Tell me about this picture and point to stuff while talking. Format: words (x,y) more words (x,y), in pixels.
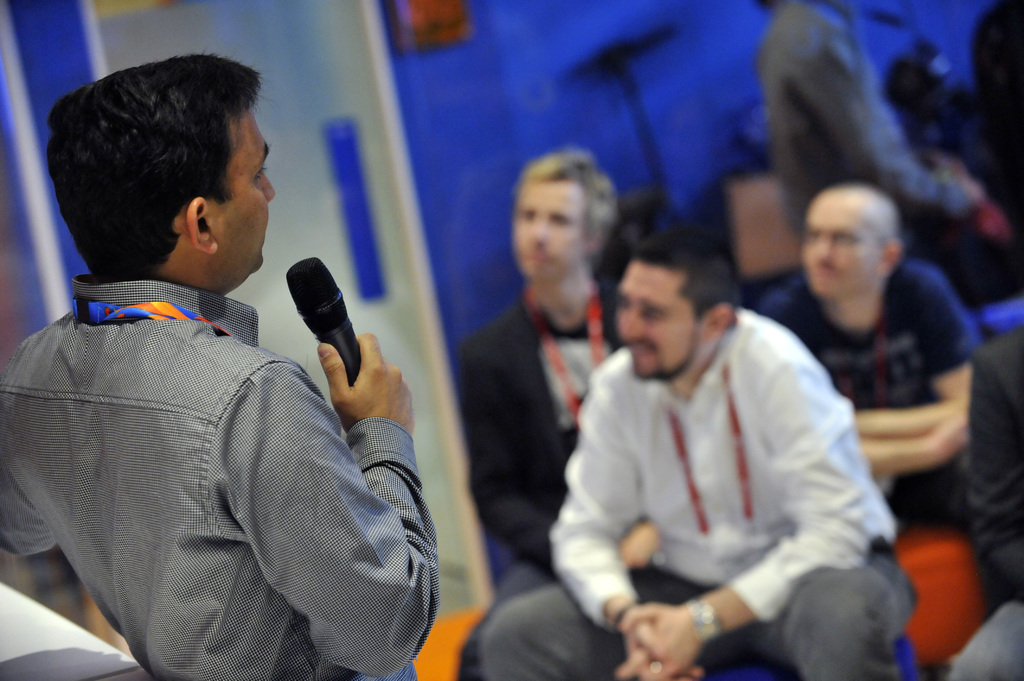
The picture consists of people (653,416) where at the left corner (212,500) one man (212,500) is standing and holding a microphone (334,331) and he is wearing a grey shirt (331,480), in front of him three people (604,367) are sitting at the right corner of the picture (718,379) and beside them there is a door (296,17) and a wall (447,272).
